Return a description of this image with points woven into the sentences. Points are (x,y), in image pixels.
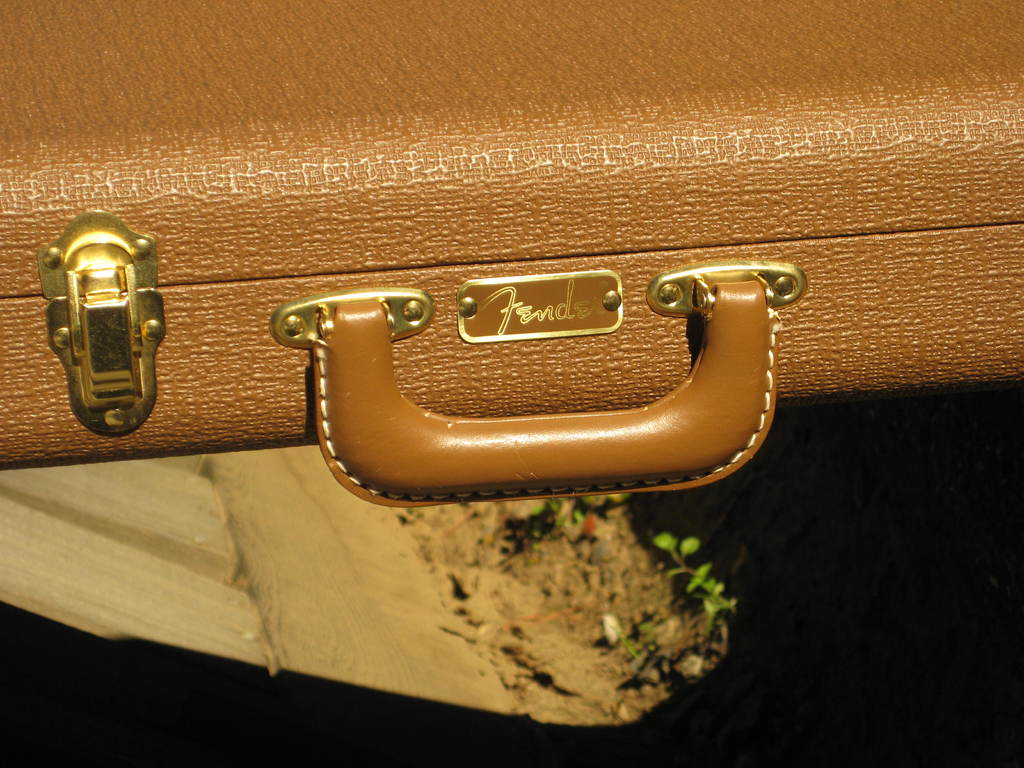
There is a briefcase (581,422) and it is in brown color. And this is plant (703,565).
